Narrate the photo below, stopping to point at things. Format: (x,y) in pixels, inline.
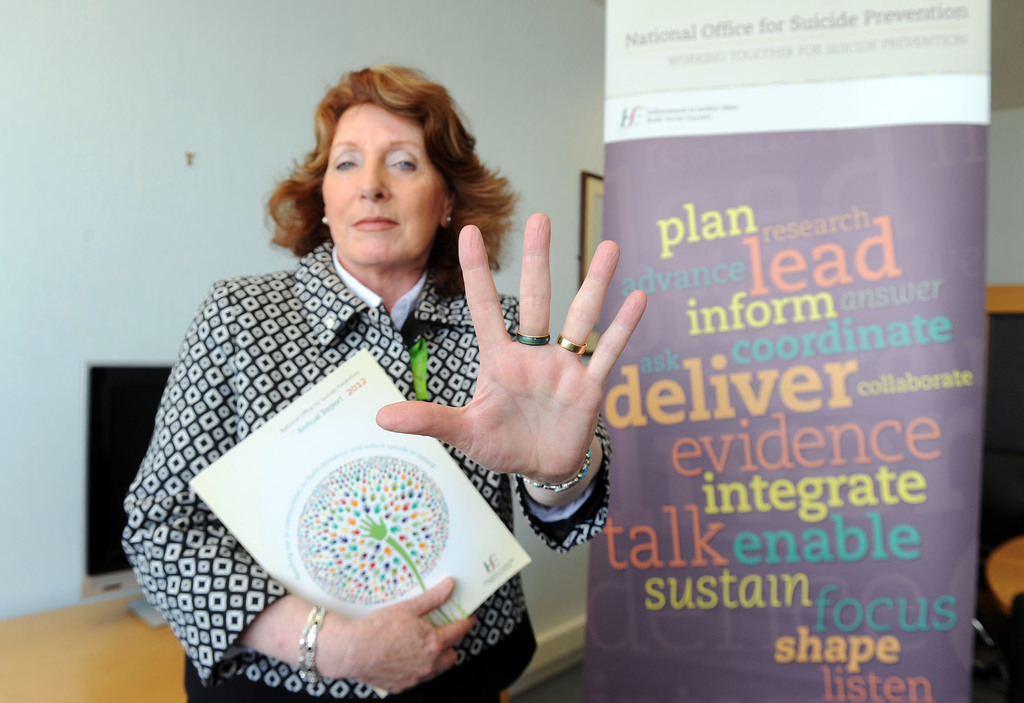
This picture is clicked inside. In the center (393,351) there is a person (218,399) holding an object (346,509) and standing. On the right (789,117) we can see the banner (727,318) on which we can see the text (739,26). In the background (299,94) there is a wall (72,284) and we can see a monitor (118,416) placed on the top of the wooden table (86,680) and there are some objects (1023,619) in the background (1010,644).
